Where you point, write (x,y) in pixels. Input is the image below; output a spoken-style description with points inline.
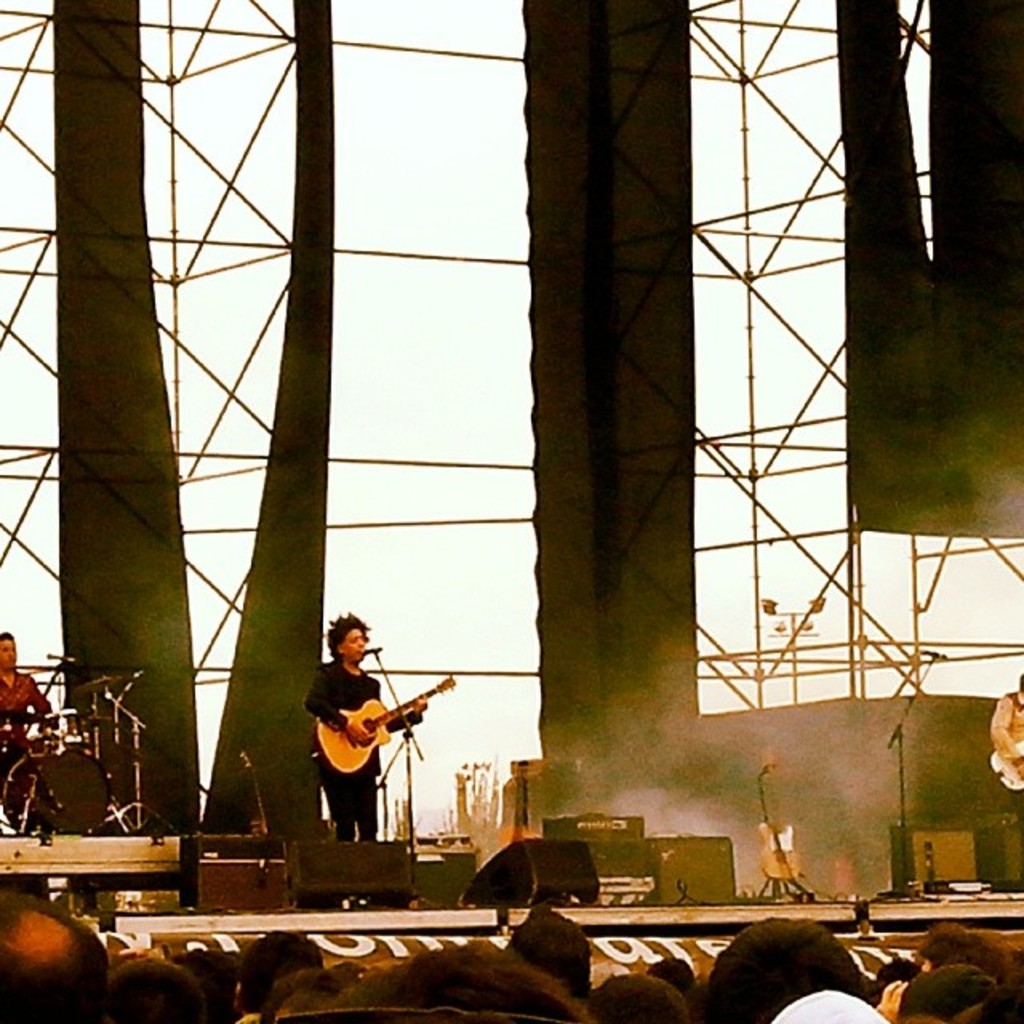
In this image I can see a person (342,811) holding a guitar (365,754) there is a mic (370,653) and a stand (405,716). At the background (110,733) the person (7,663) is playing a musical instruments (84,794) on the stage (540,828).
